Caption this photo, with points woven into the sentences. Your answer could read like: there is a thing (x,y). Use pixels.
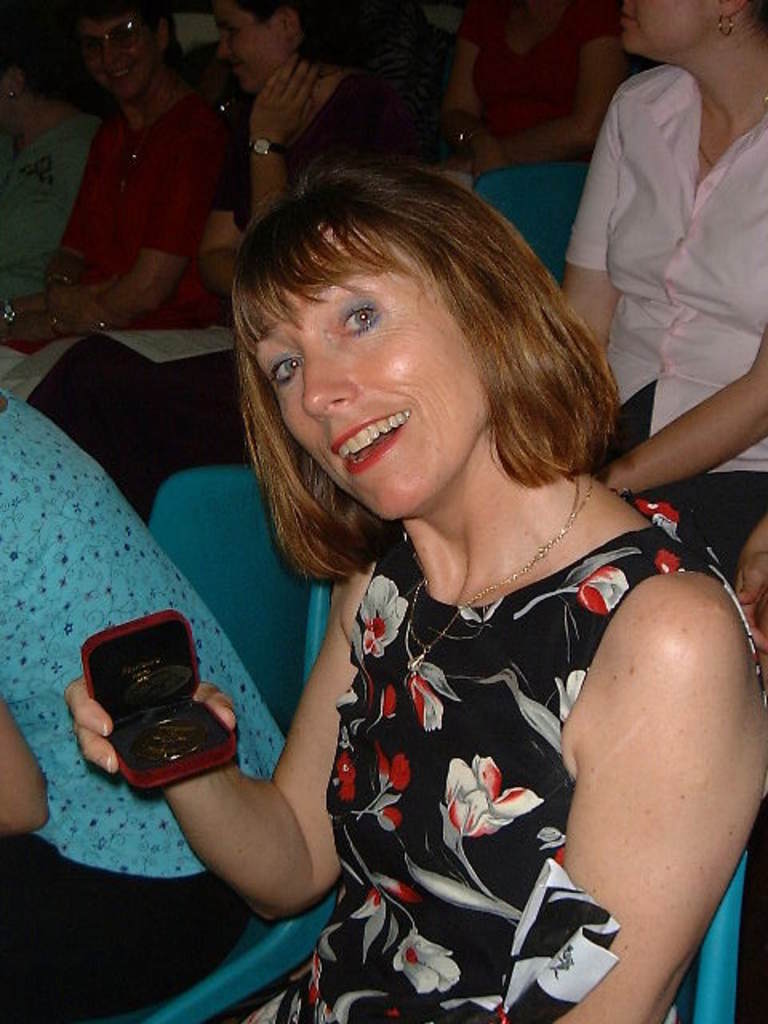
In this picture there is a woman (461,643) who is wearing black dress (508,635) and locket (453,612). She is sitting on the chair (687,1009) and holding red color box (194,688). Beside her we can see another woman (71,499) who is wearing blue top (47,583) and short (112,892). On the top (637,13) we can see the group of persons (474,97) sitting on the chair (575,167).
